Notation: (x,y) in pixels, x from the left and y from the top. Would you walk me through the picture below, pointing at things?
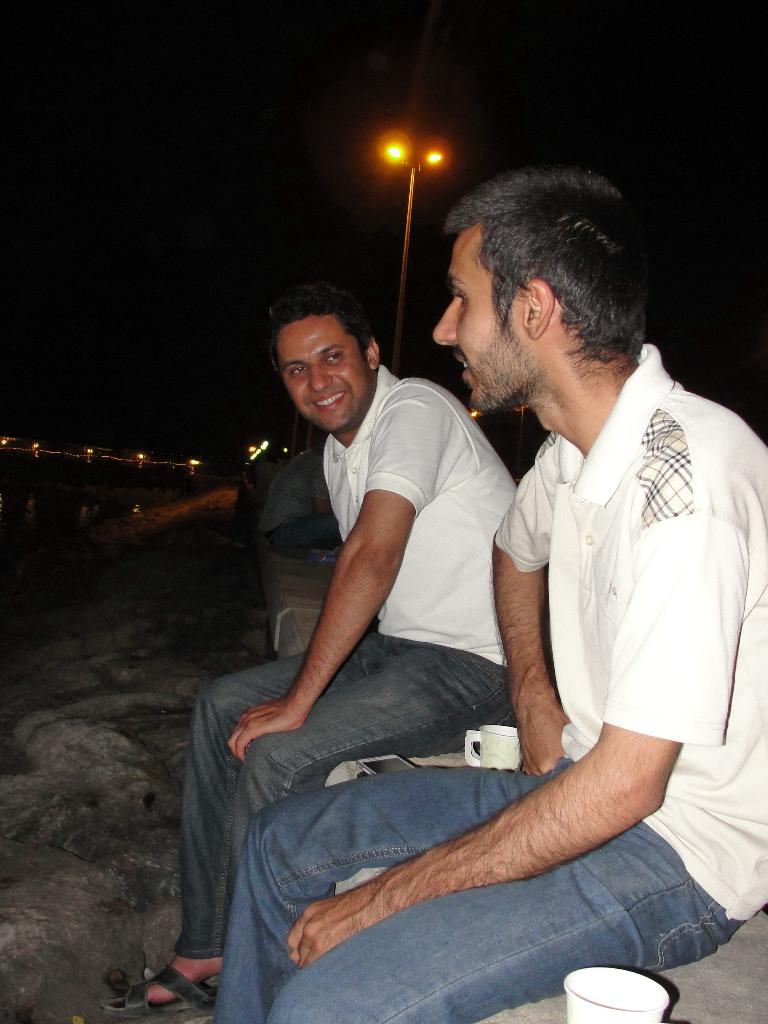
In the foreground of this image (529,723), there are two men (589,782) sitting on the stone surface (725,986). Beside them, there are cups (631,1013) and a mobile (395,767). On the left (152,575), there is stone (64,792), water (47,513) and few lights (196,459). In the dark background (297,562), there is a light pole (413,173) and a man (296,509) sitting on the stone surface (296,576).
